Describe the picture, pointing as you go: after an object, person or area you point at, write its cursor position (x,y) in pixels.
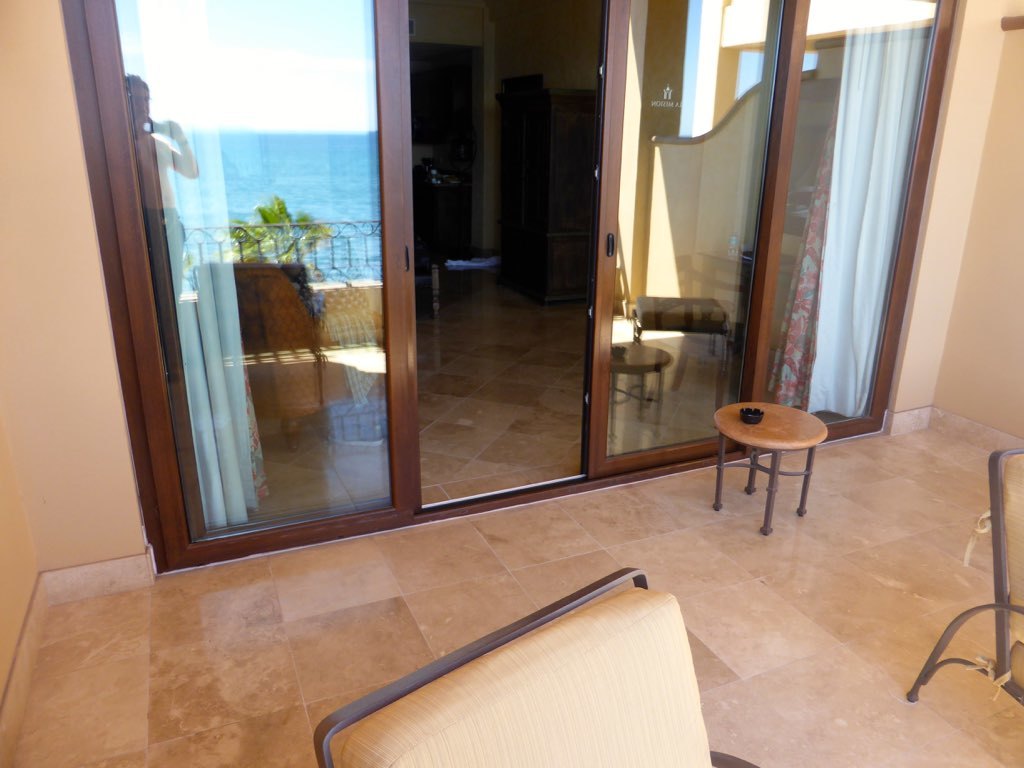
In this image I can see there is a glass door (671,424). On this image a woman (177,213) is standing and taking the photograph of it. On the right side (1003,494) there are chairs (1012,476) in this image.
